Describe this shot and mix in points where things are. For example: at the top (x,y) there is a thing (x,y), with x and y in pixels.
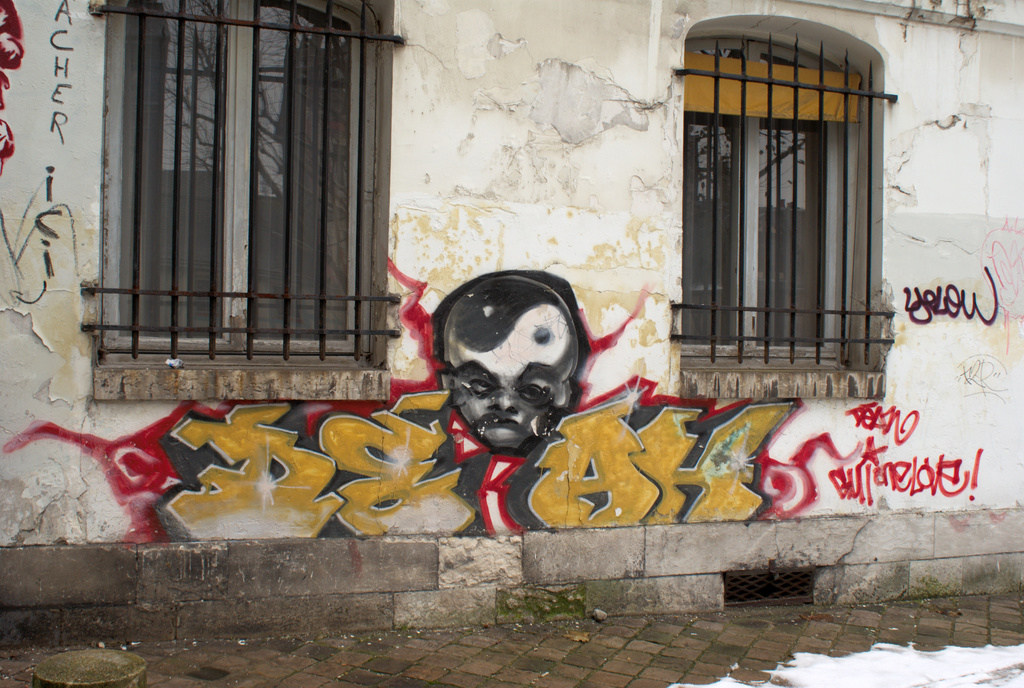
In this image there is a building (369,354) and we can see windows (854,265). We can see graffiti (440,445) on the wall (701,457).
